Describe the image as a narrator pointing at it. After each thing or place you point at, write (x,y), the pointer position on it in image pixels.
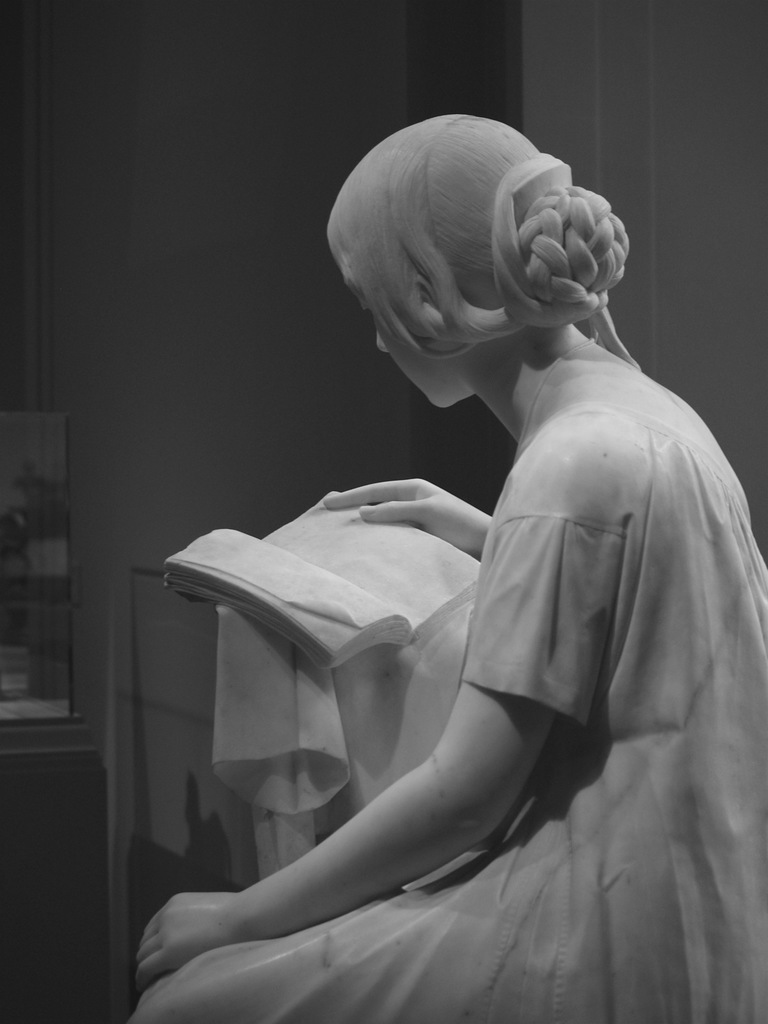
This picture is a black and white image. In this image we can see one marble statue (381,537) of a woman (383,524) reading, one object (20,610) on the surface (40,733) which looks like a table (99,767) on the left side of the image (51,767), the shadow (189,855) of an object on the wall (156,812), one object (144,825) near the wall (187,839) and it looks like a wall (147,865) in the background (116,869).
